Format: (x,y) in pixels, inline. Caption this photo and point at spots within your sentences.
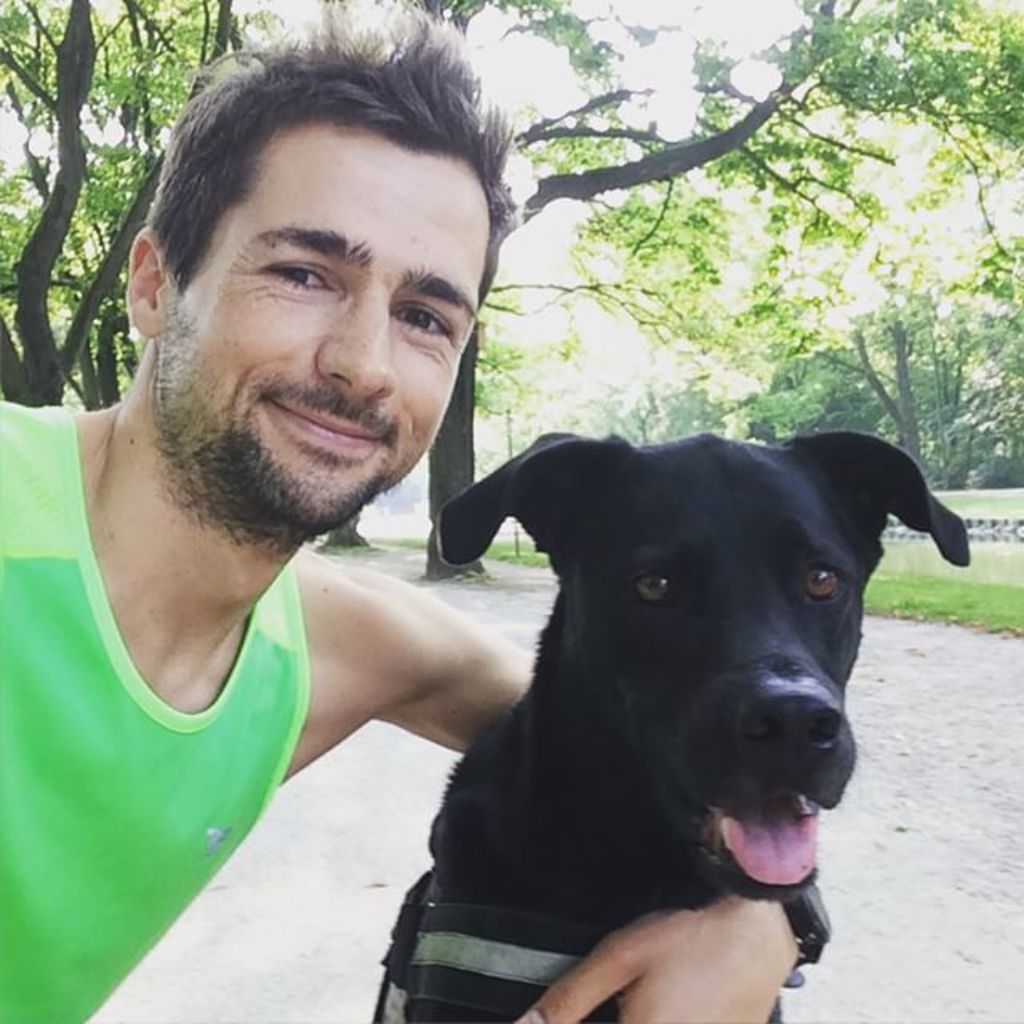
A person (282,632) is holding a black dog (726,719). He is wearing a watch (821,947). In the background (683,184) there are trees (915,451), grass lawn (890,593) and a wall (990,525).
